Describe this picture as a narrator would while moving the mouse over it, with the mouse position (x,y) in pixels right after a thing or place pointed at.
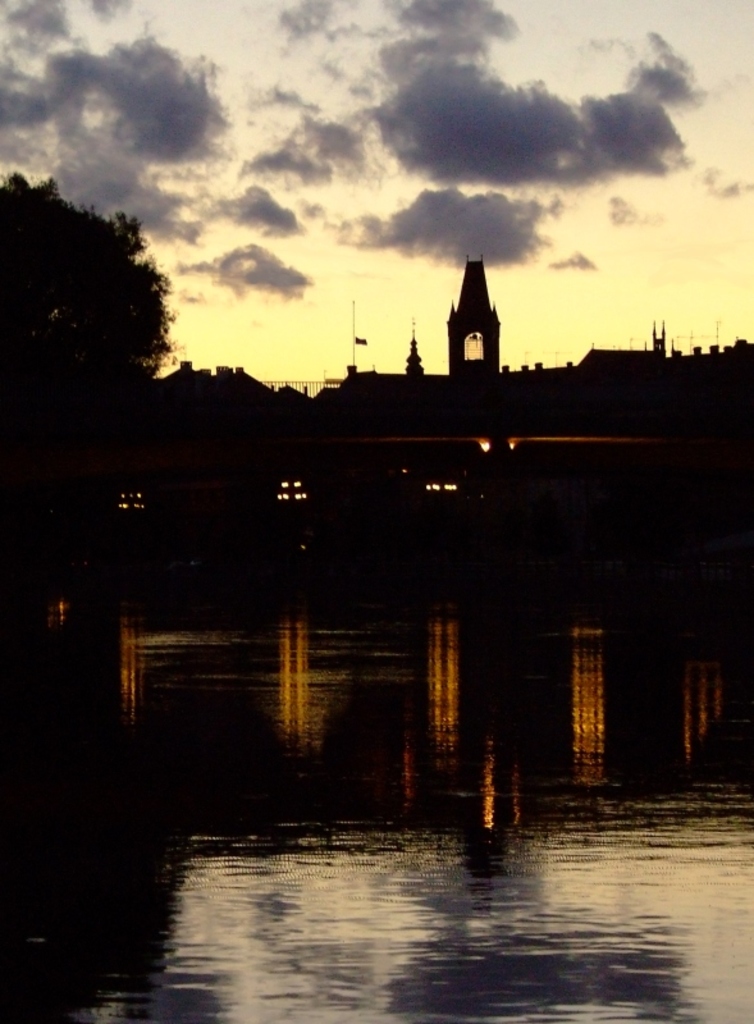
This picture is clicked outside. In the foreground (467,785) we can see a water body (531,787). In the center (494,361) we can see the tree (100,316), buildings (467,421) and some other objects (481,443). In the background (710,245) we can see the sky (425,195) with the clouds (536,82).
